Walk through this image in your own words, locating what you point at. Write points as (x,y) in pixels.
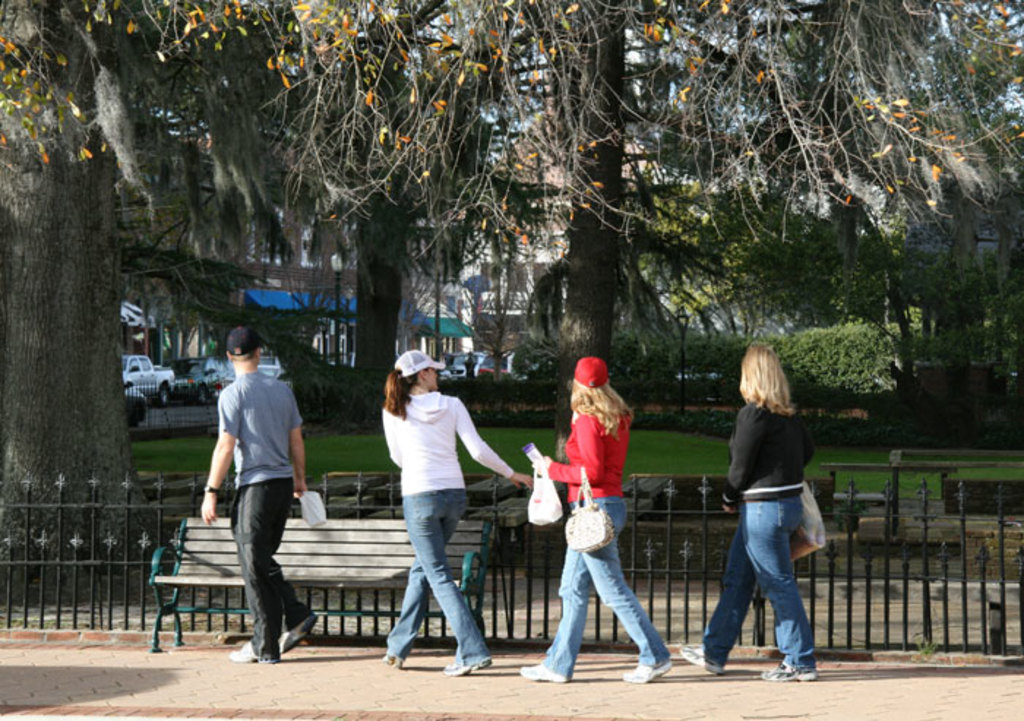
In this picture we can see few people (256,493), in the foreground (583,478) we can find four persons (429,450), beside them we can see a bench (301,526) and metal rods (1000,581), in the background (402,285) we can see few trees (363,305), vehicles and buildings (319,299).
